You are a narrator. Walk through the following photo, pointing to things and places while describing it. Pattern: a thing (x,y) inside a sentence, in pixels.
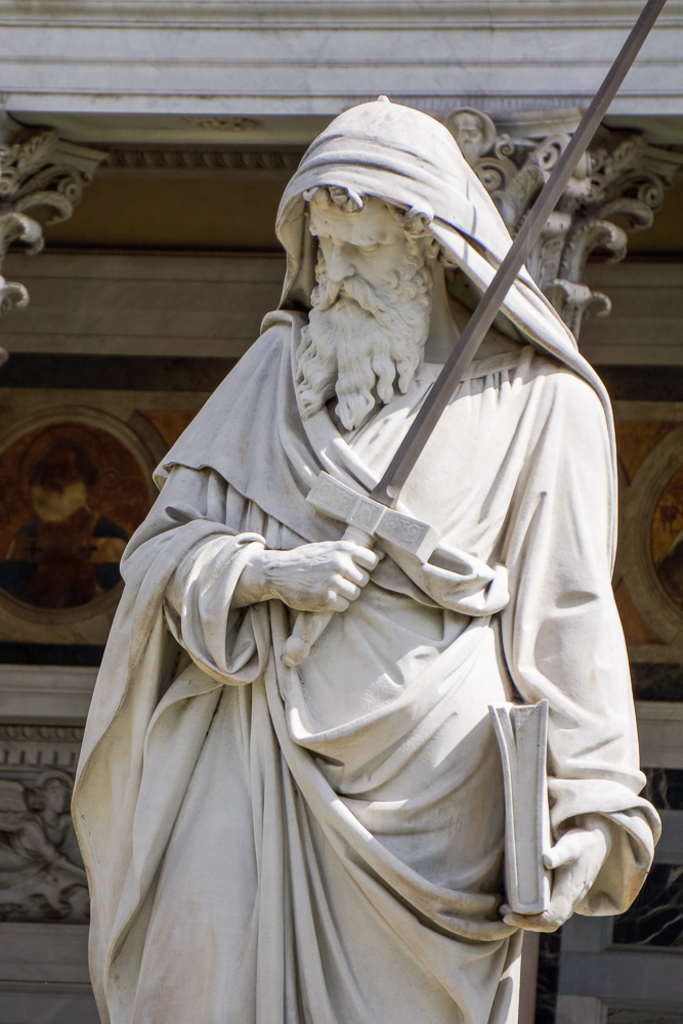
In the center of the image (410,417), we can see a sculpture (282,375) and in the background (378,69), there is a wall (648,593).
